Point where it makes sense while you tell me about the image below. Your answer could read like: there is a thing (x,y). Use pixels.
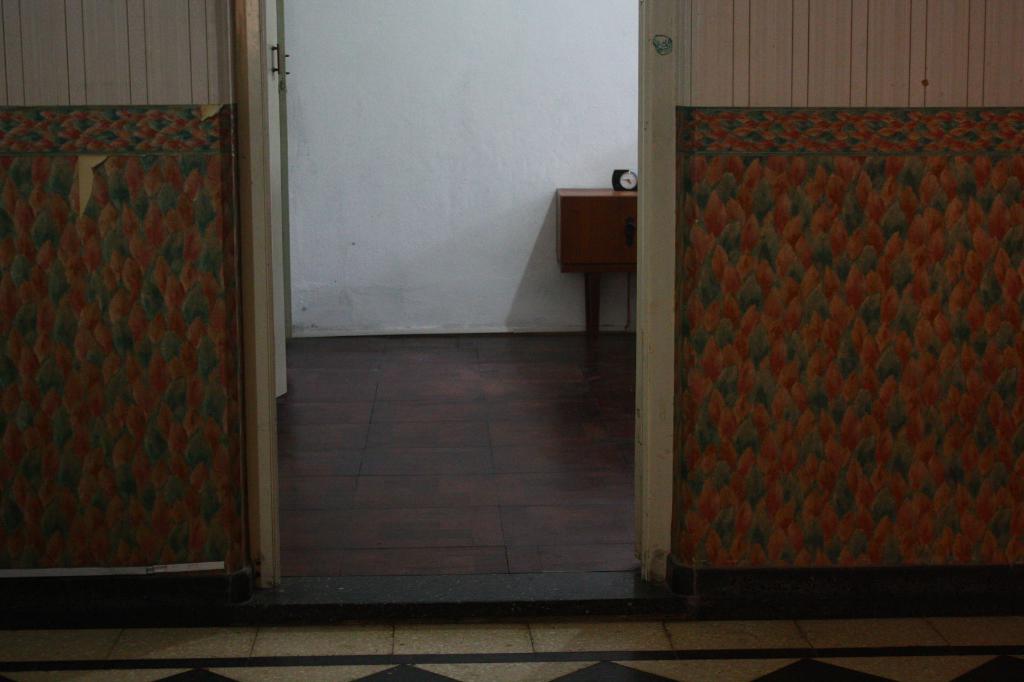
In this image there are walls (337,319), in the middle of the wall (234,228) there is an open door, in the room (569,234) there is a clock (630,188) on the wooden table (606,223), behind the table (572,227) there is a wall (402,160).
